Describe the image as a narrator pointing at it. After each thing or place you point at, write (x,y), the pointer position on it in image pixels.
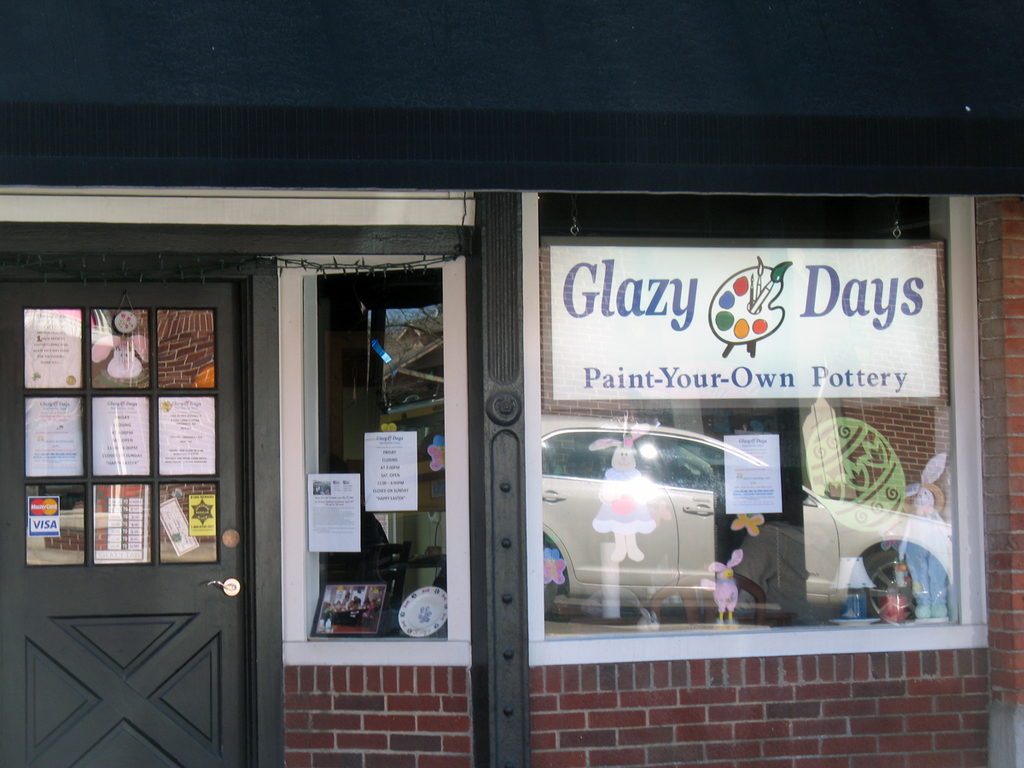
In this picture we can see a wall (333,735), door (76,748), posters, stickers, glass windows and some objects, from glass windows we can see a vehicle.
